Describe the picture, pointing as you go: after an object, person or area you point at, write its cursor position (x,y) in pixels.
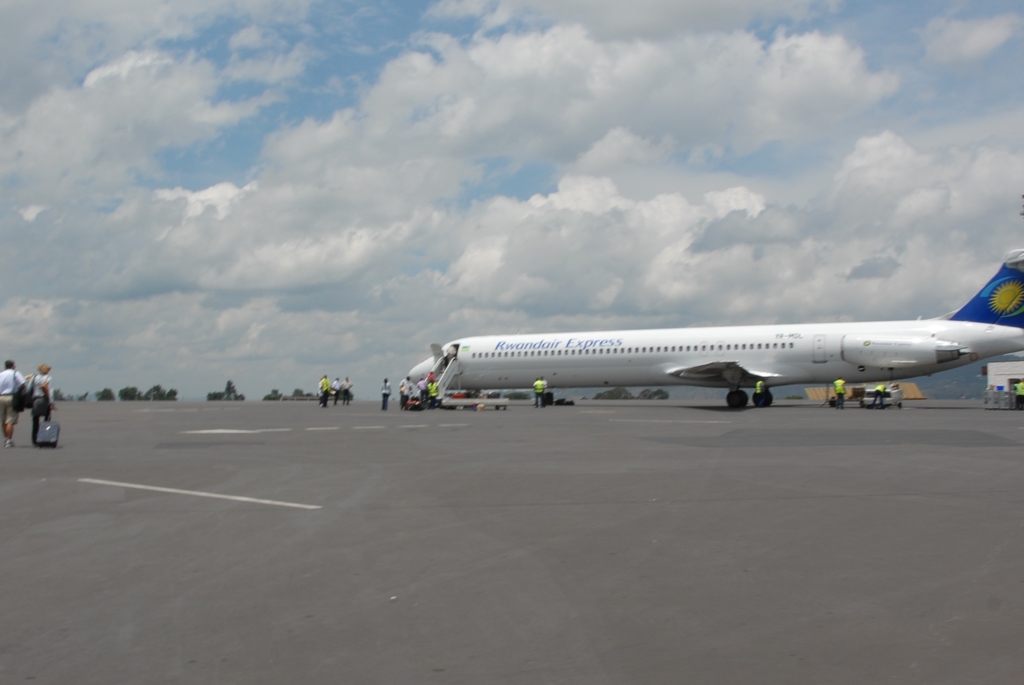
In this image we can see an aeroplane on the road (628,443). We can also see some people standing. On the backside (351,345) we can see some trees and the sky (182,348) which looks cloudy.
